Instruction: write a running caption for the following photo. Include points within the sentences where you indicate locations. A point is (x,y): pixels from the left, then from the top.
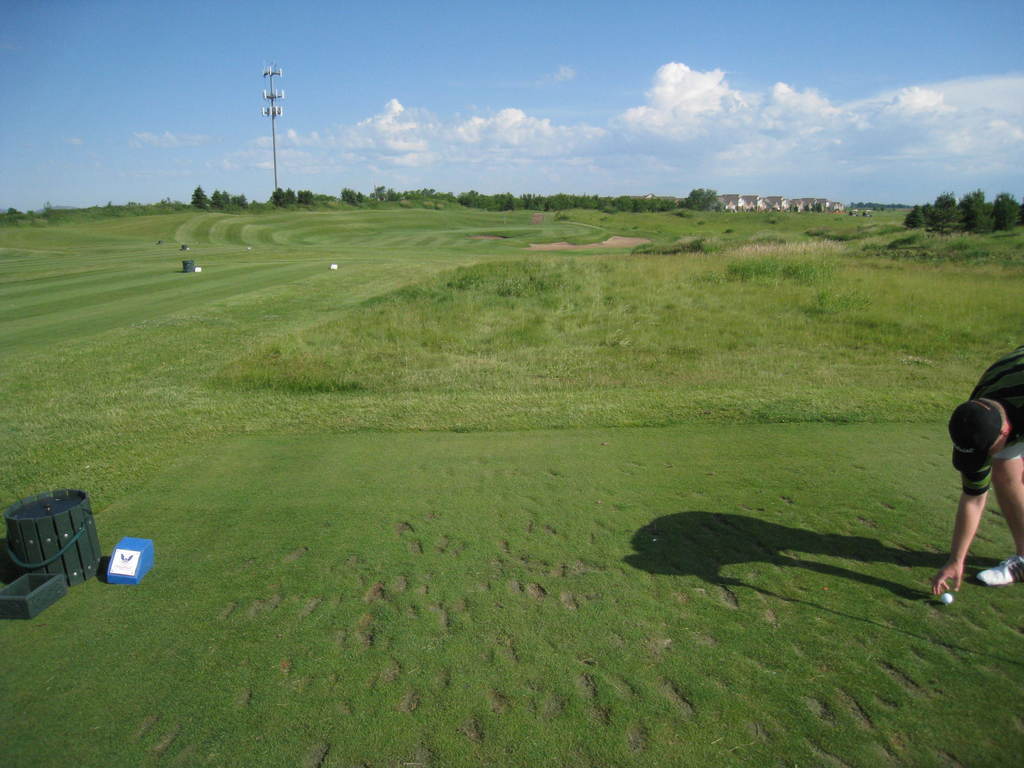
In this picture there is a person (968,482) and we can see ball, bucket (46,570), box (12,610) and blue object (120,559) on the grass (106,519). In the background of the image (190,184) we can see objects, trees (168,205), pole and sky (839,142) with clouds (968,93).
